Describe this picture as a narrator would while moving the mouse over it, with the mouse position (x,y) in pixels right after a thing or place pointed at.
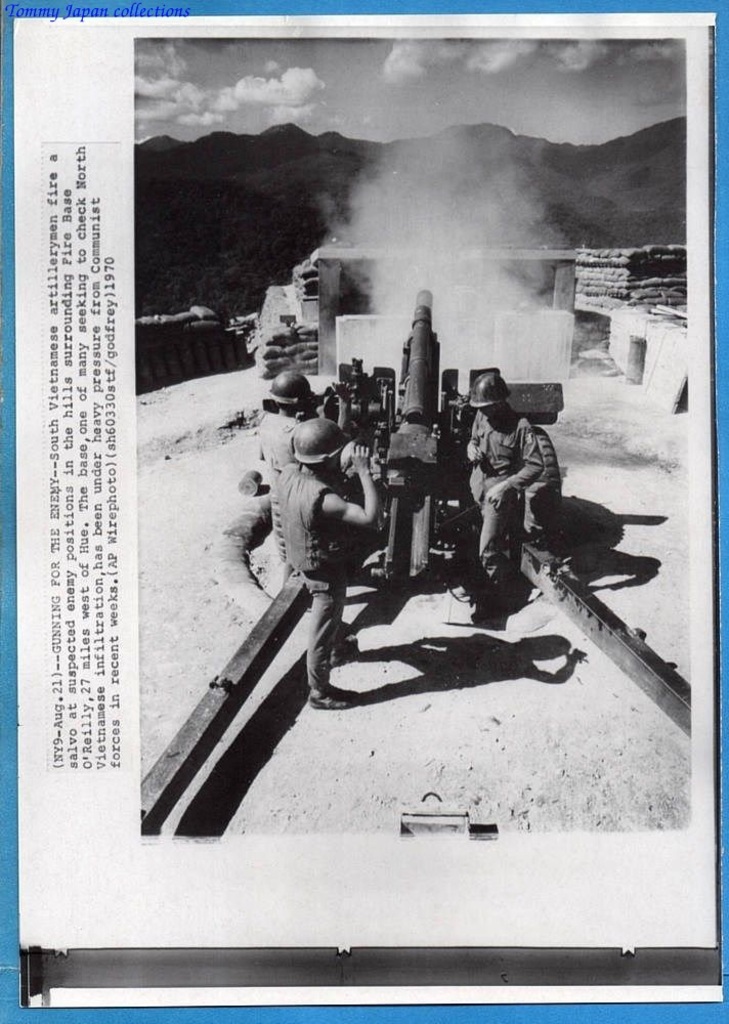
In the image we can see there are people (297,532) standing near the war weapon (416,400) and the image is in black and white colour.
